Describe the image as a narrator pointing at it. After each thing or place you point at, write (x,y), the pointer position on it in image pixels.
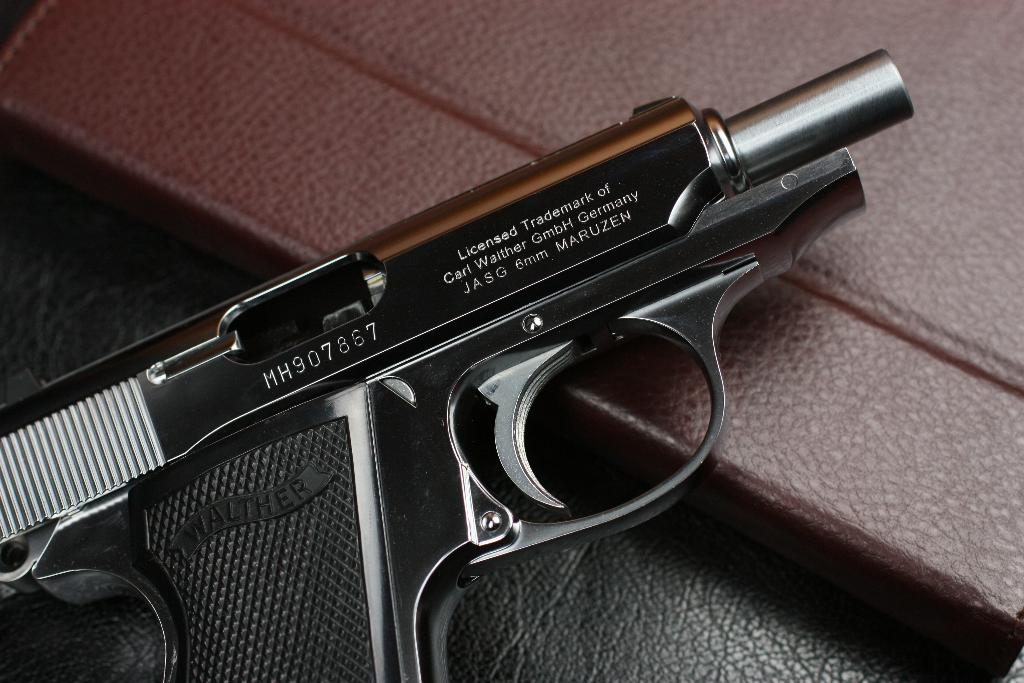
In this picture I can see the pistol (441,349).
